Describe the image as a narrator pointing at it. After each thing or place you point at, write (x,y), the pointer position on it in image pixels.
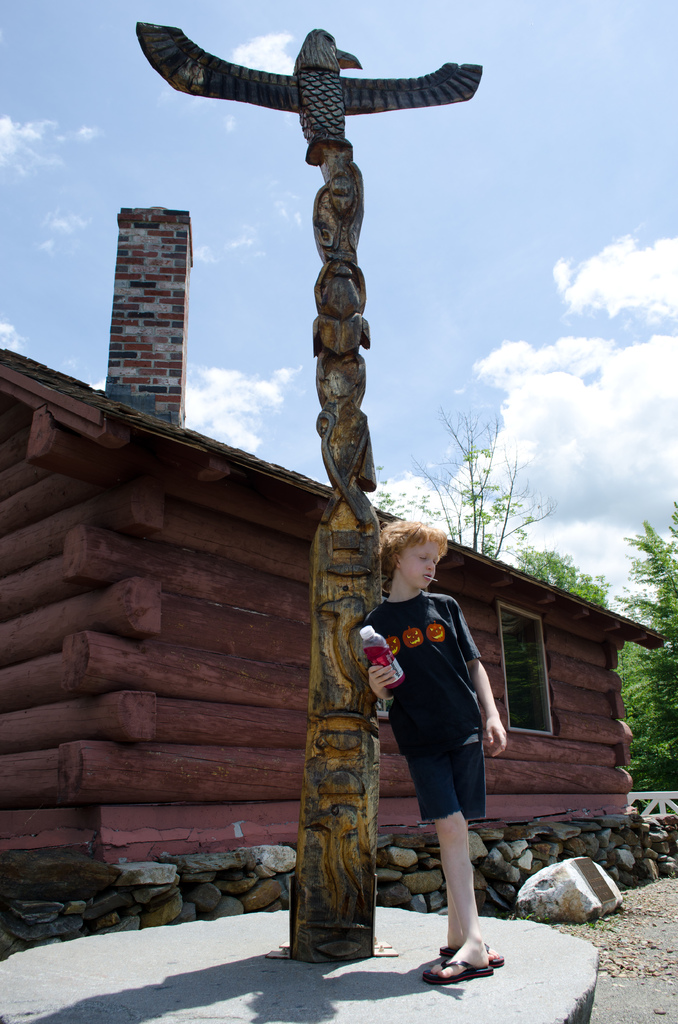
In this picture I can see a sculpture (252,85) in front (199,73) and I can see a boy (412,672) near to it and he is holding a bottle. In the background (14,724) I can see a house (516,607), number of stones (26,940), few trees (664,765) and I can see the cloudy sky (655,445).
